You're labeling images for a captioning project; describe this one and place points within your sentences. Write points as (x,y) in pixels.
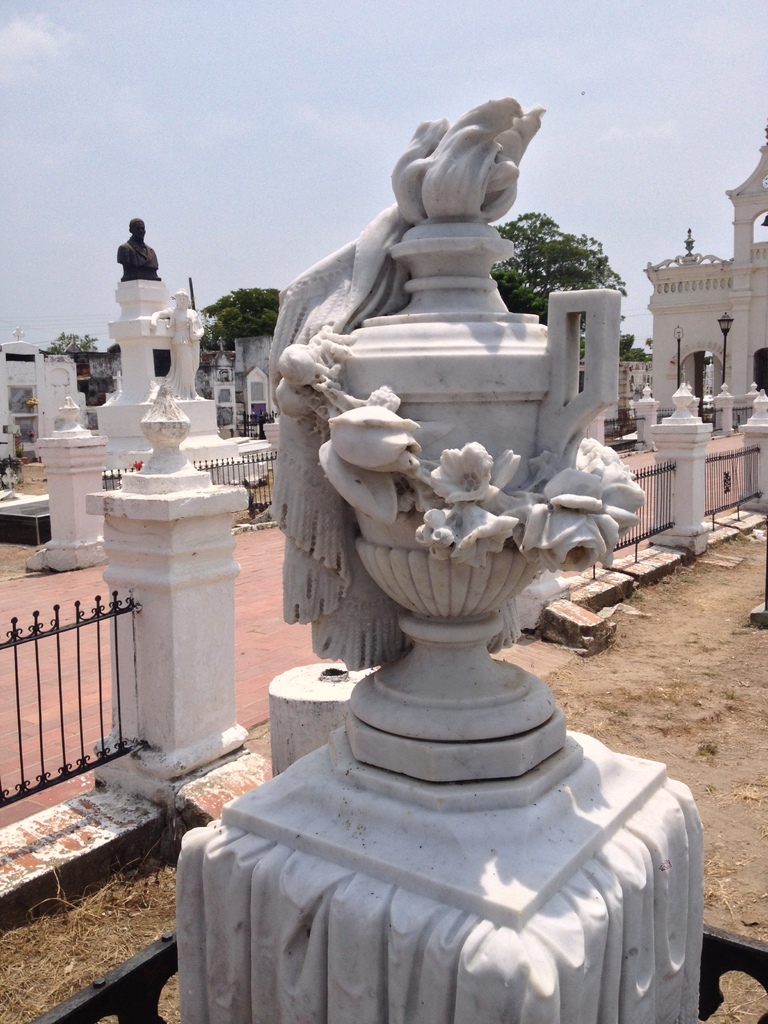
Here in the front (491,301) we can see a statue (376,693) present on the ground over there and behind it we can see a railing (76,625) present and we can also see other statues (133,410) present here and there and we can see houses (714,319) in the far and we can see lamp posts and trees (93,347) present here and there and we can see clouds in the sky (71,105).
